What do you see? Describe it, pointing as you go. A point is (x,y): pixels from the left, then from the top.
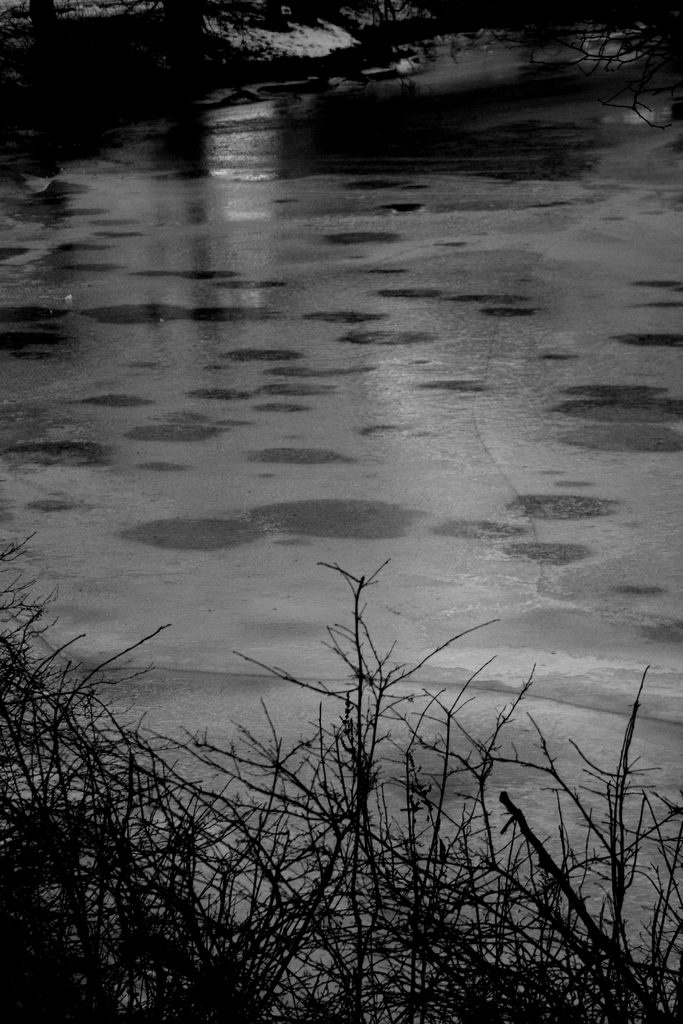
In this image, at the bottom (352,855) there are plants (363,874), water (374,530).
